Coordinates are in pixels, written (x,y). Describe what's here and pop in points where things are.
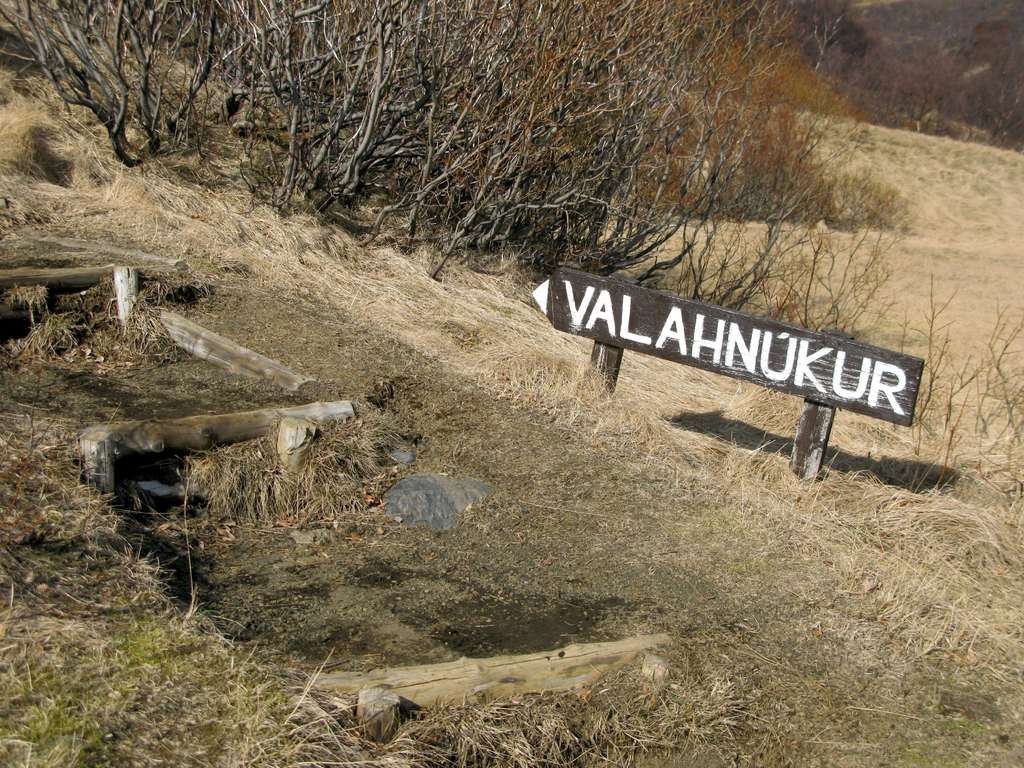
In this image, we can see a sign board (799,384) and there are some dried trees (492,101) and grass (78,179) on the ground (478,568).
